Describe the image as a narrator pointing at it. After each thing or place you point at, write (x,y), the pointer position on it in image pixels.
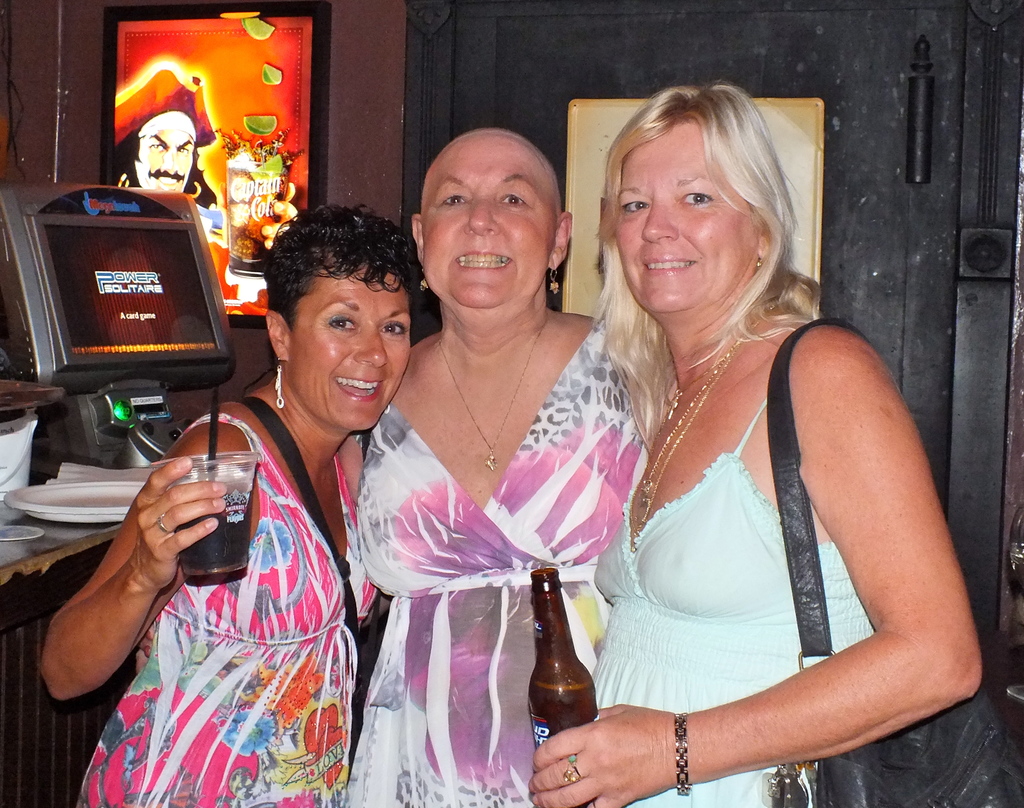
In the image there are three woman (466,605) smiling, the woman (664,368) at right side (721,645) holding a beer bottle (555,699) and over the left sides there is a monitor screen (162,319).
